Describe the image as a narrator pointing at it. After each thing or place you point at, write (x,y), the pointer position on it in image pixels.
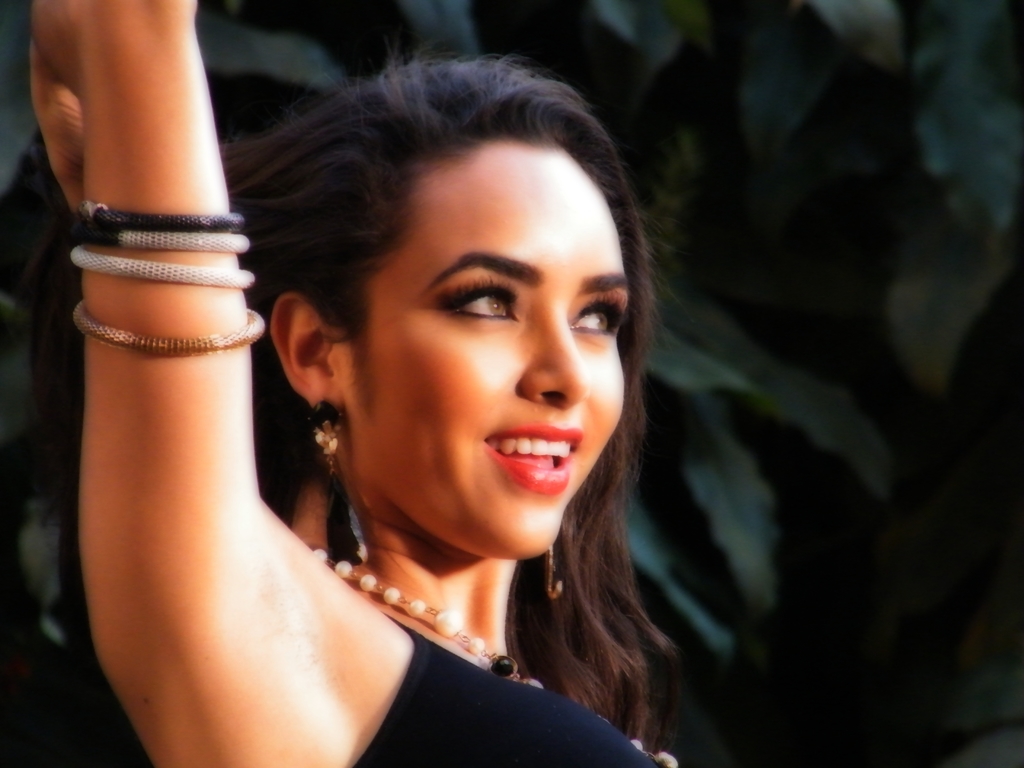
In this image we can see a woman (514,516) smiling and in the background (768,365), we can see some trees (764,540).
